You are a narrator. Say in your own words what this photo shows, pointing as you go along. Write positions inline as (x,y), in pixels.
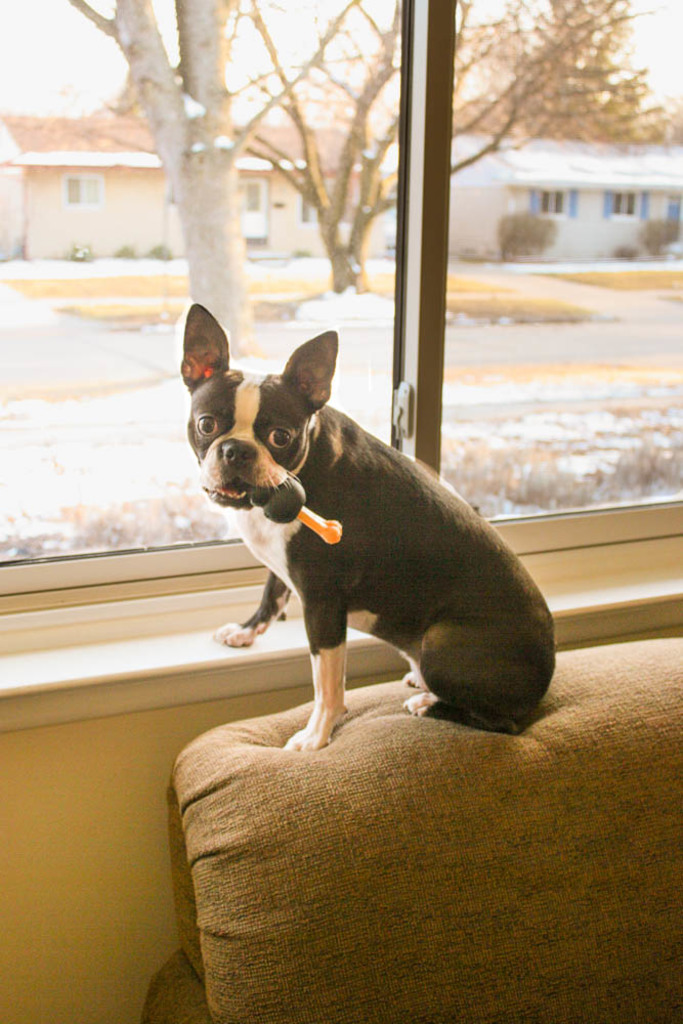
This is an inside view. Here I can see a dog (459,655) sitting on a couch (335,865) and looking at the picture. It is holding an object (282,511) in the mouth (252,487). Behind there is a window glass (388,277) through which we can see the outside view. In outside I can see a road (57,369), trees (365,216) and a building (547,211).
